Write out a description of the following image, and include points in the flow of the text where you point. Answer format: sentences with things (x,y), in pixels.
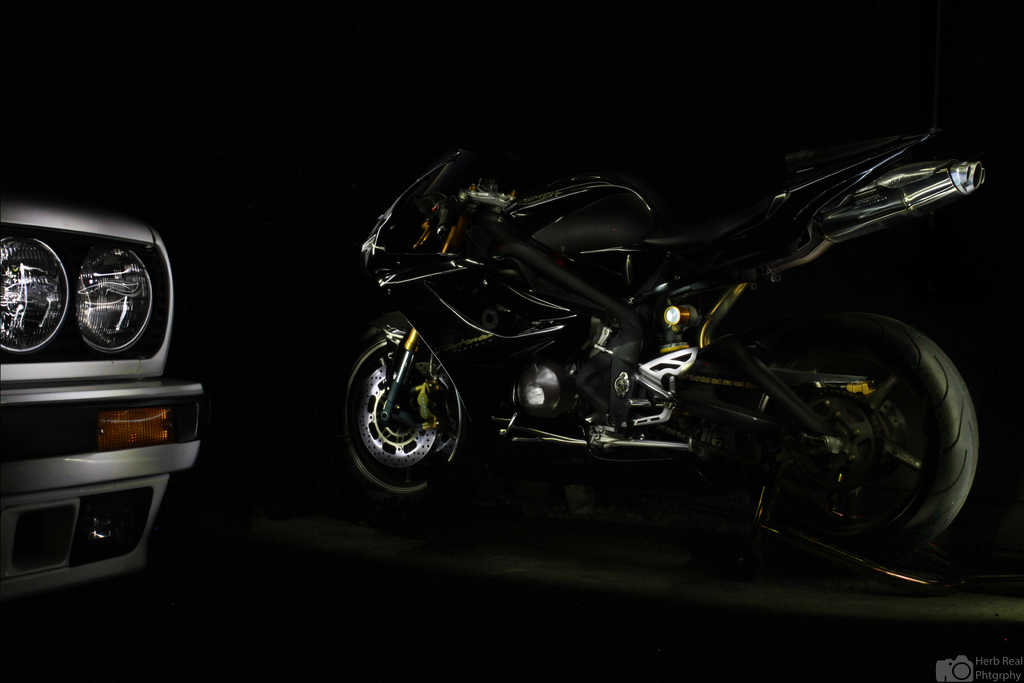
This is an edited image. In the middle of the picture (508,285), we see a bike (753,453). This bike (772,341) is in black color. On the left side (65,313), we see a car (141,436) which is white in color. In the background (360,110), it is black in color and this picture might be clicked in the dark.
